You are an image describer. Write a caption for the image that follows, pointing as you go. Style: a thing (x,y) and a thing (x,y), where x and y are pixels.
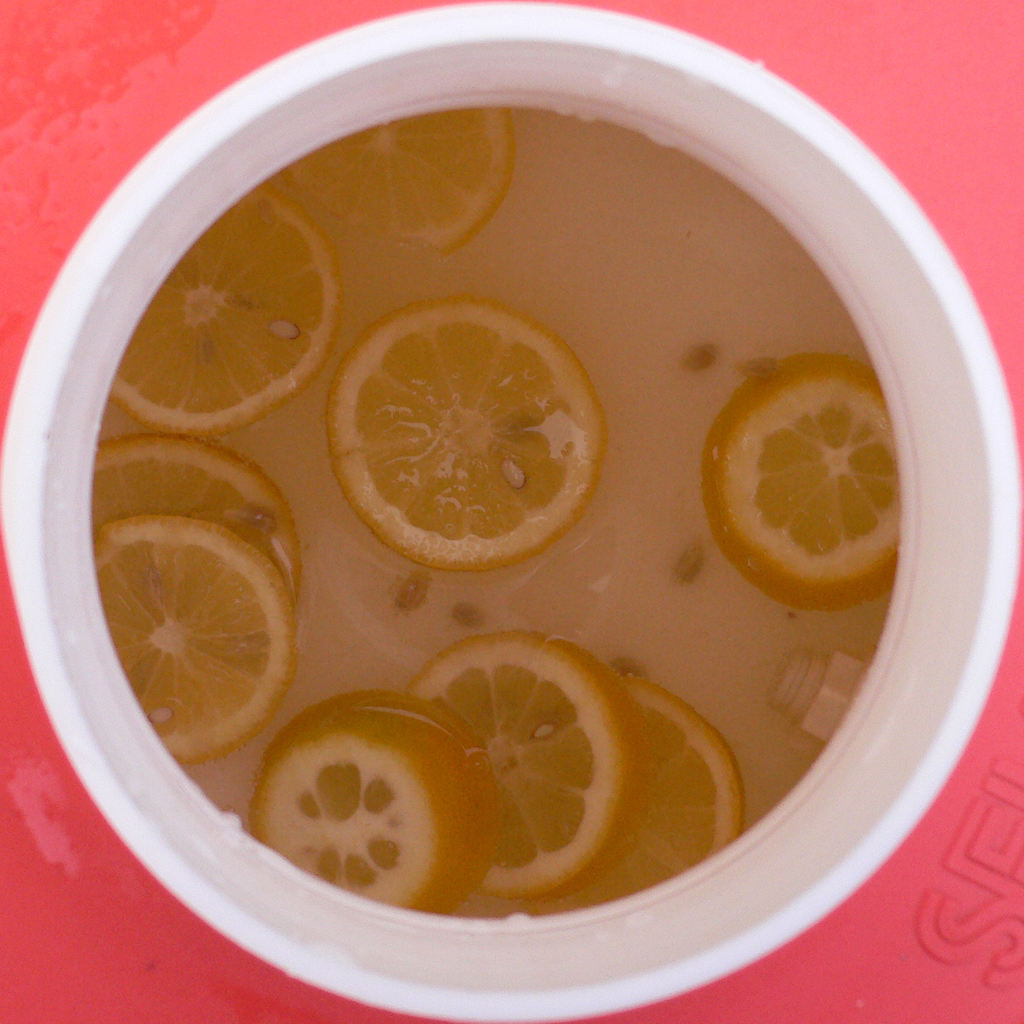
In this image we can see a white object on a red surface (48,89). Inside that there are lemon slices (475,532) and some other thing (692,677).
